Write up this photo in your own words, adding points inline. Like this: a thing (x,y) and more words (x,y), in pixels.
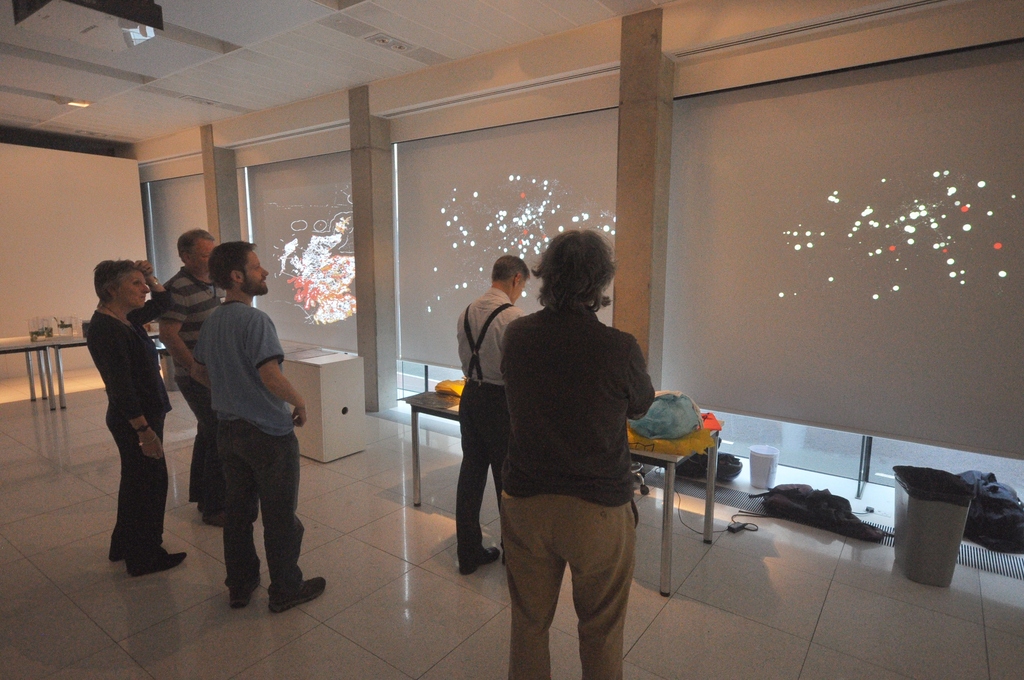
This persons (217,397) are standing. This posters (887,333) are colorful. On this table (18,343) there is a jar (59,320). On this table (668,461) there are things (686,440). This is bin (920,529) on floor (731,554).
